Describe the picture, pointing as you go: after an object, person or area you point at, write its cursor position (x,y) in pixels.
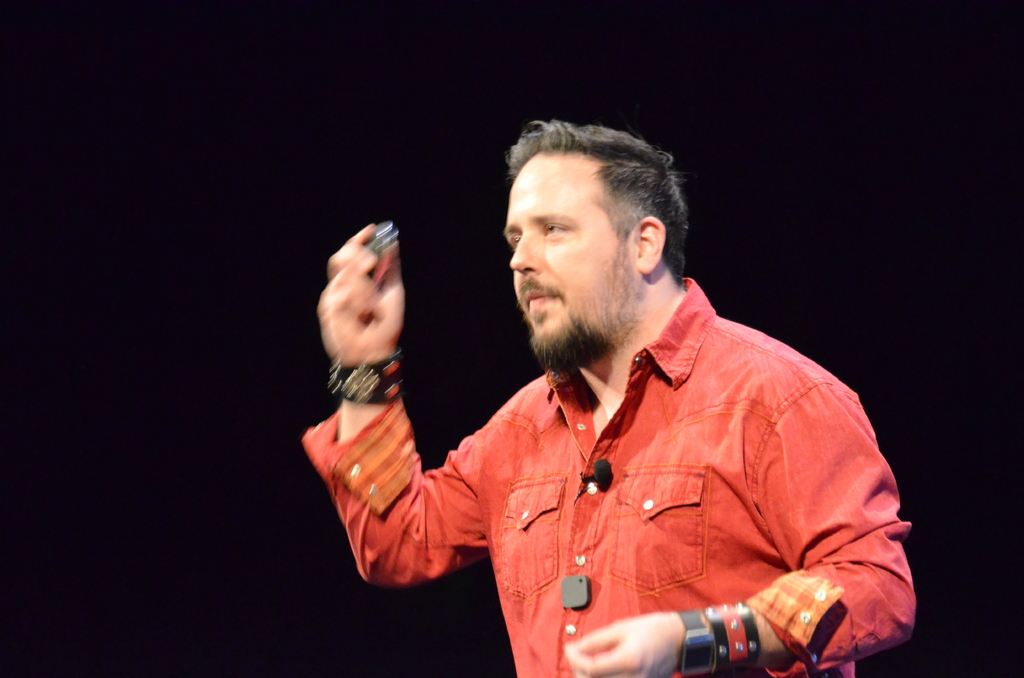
In this image I can see the person (569,267) wearing the red color dress (548,449) and holding something. And there is a black background (159,426).
